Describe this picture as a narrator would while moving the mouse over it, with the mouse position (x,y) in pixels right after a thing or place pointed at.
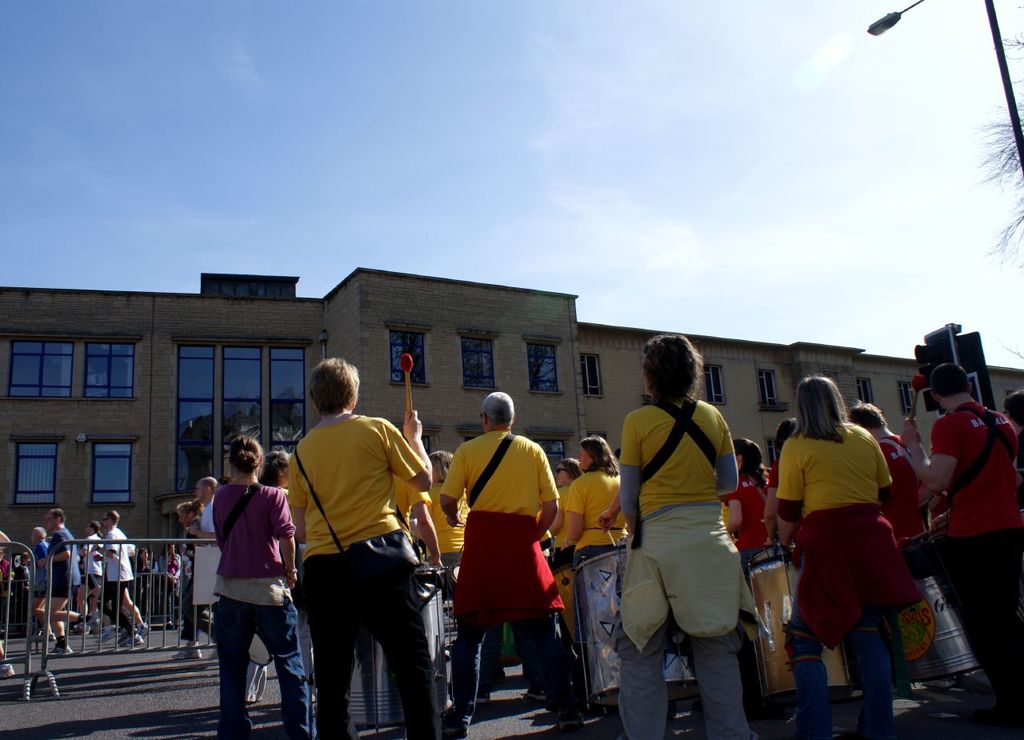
In this image we can see people (510,429) standing on the road (36,723), building (79,363) with windows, fence (79,603), light pole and in the background (306,238) we can see the sky (448,106).
